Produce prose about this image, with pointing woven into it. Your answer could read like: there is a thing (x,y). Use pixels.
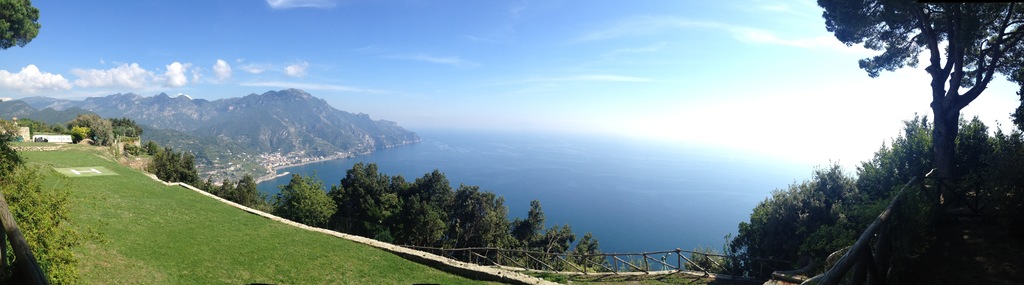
In this image we can see there are trees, grass (166,213), fence (597,256), water (618,197), mountains (306,144) and the sky (398,63).
